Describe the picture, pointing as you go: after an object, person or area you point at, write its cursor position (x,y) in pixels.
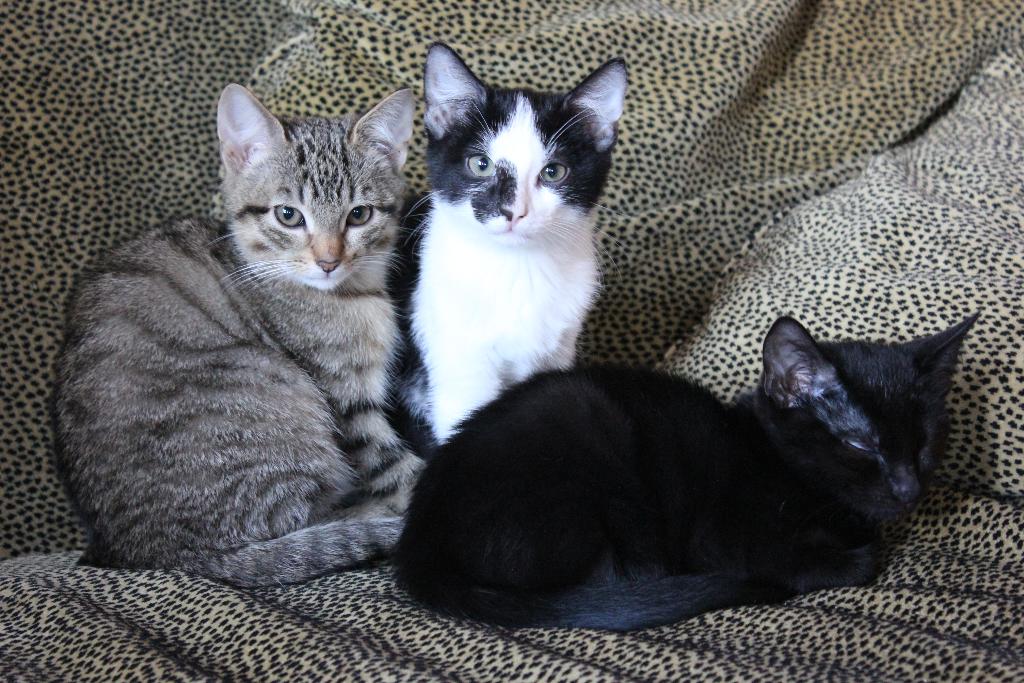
In this image on a blanket (163,139) there are three cats (504,329) of black, gray and black & white in color.
